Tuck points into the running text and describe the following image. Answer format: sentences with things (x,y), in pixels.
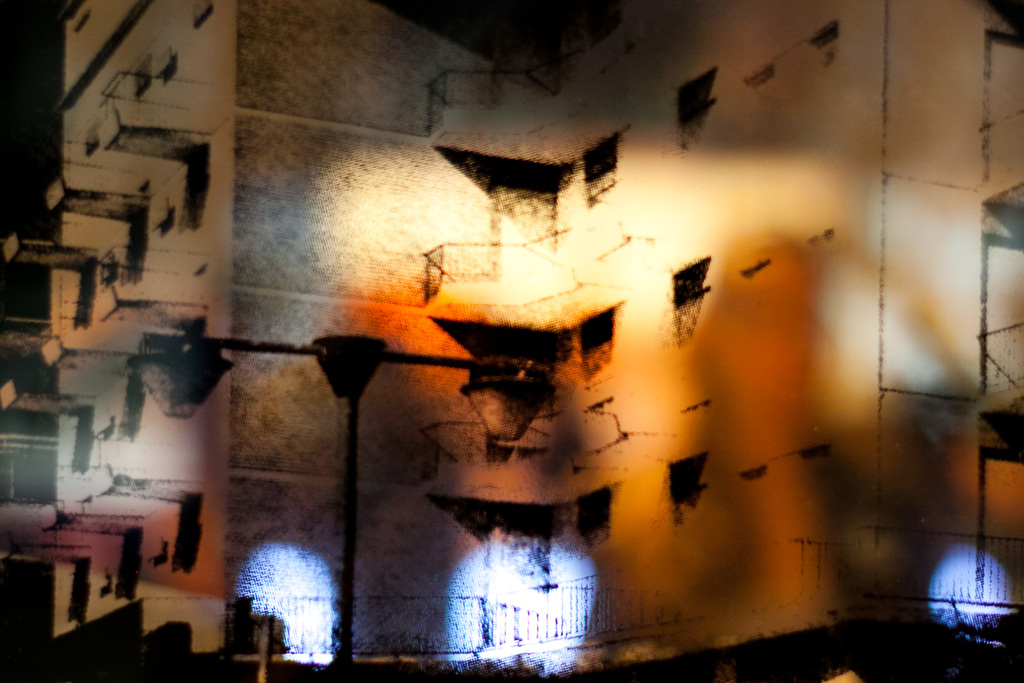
In the foreground of this image (363,360), there is a pole (374,354). Behind it, there is a building (588,237). At the bottom (496,599), there are few white lights (536,598).
